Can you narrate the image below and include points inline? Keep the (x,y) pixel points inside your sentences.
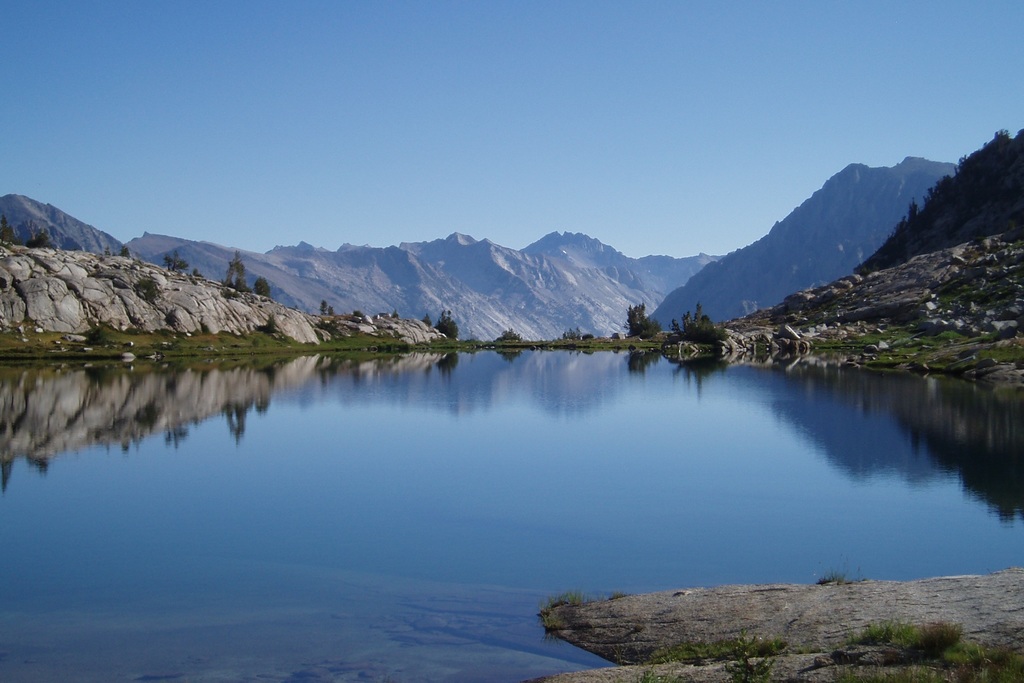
In this image we can see the mountains (511,283). Image also consists of trees (713,325). At the top (396,125) there is sky (449,91) and at the bottom (411,515) there is water (342,520).
